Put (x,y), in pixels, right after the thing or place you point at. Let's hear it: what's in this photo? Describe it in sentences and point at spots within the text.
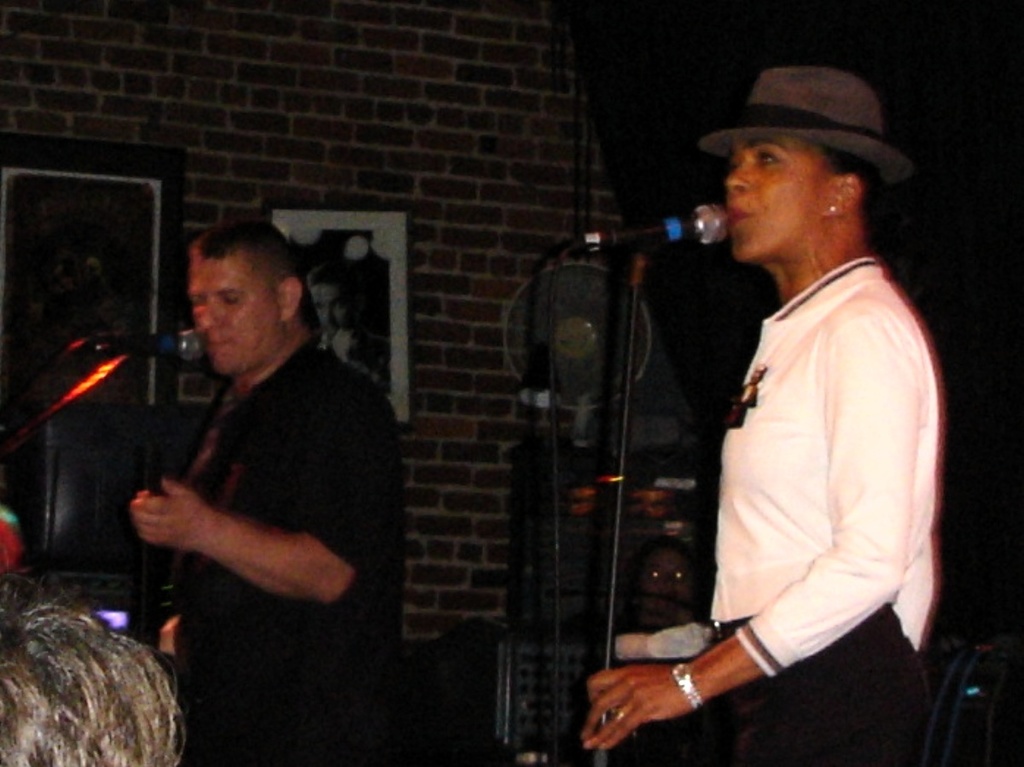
In this image I can see a person (291,538) wearing black colored dress (294,433) and another person (816,519) wearing white shirt (825,475) and black pant (805,672) are standing in front of microphones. In the background (171,361) I can see a fan (574,316), few photo frames (351,318) attached to the wall (399,126), the wall (313,144) which is made up of bricks (371,74) and the black colored curtain (732,58).
